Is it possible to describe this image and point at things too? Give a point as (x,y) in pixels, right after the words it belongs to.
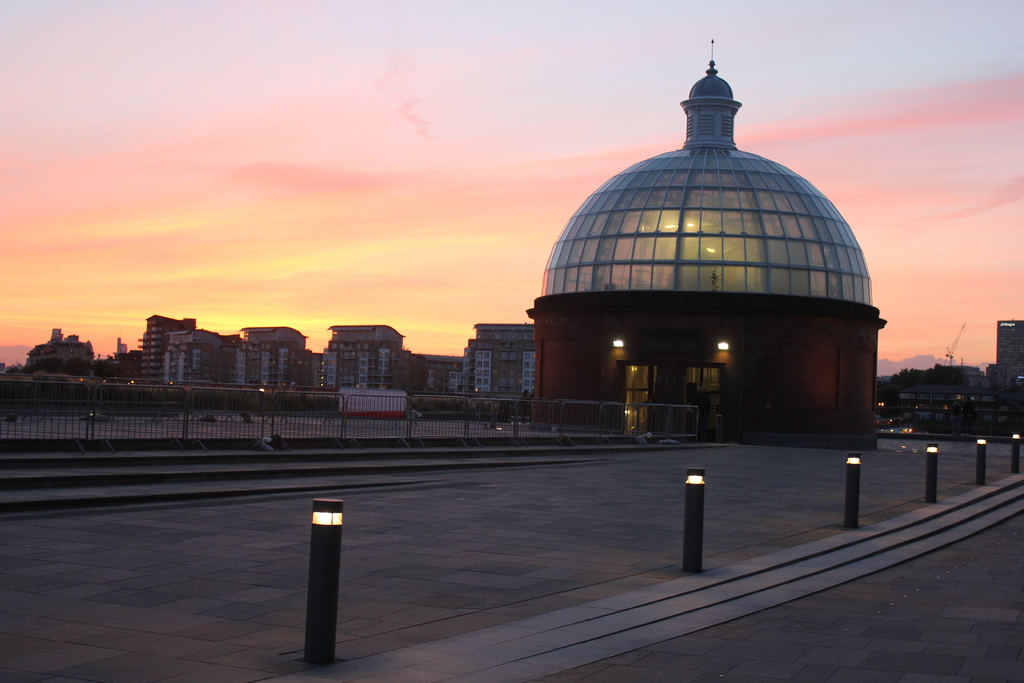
There are lights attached to the small poles (1020,434), which are on the road (883,449). In the background (468,433), there is a fence (381,419), there are buildings (1006,369) and there are clouds (460,185) in the sky (217,69).
